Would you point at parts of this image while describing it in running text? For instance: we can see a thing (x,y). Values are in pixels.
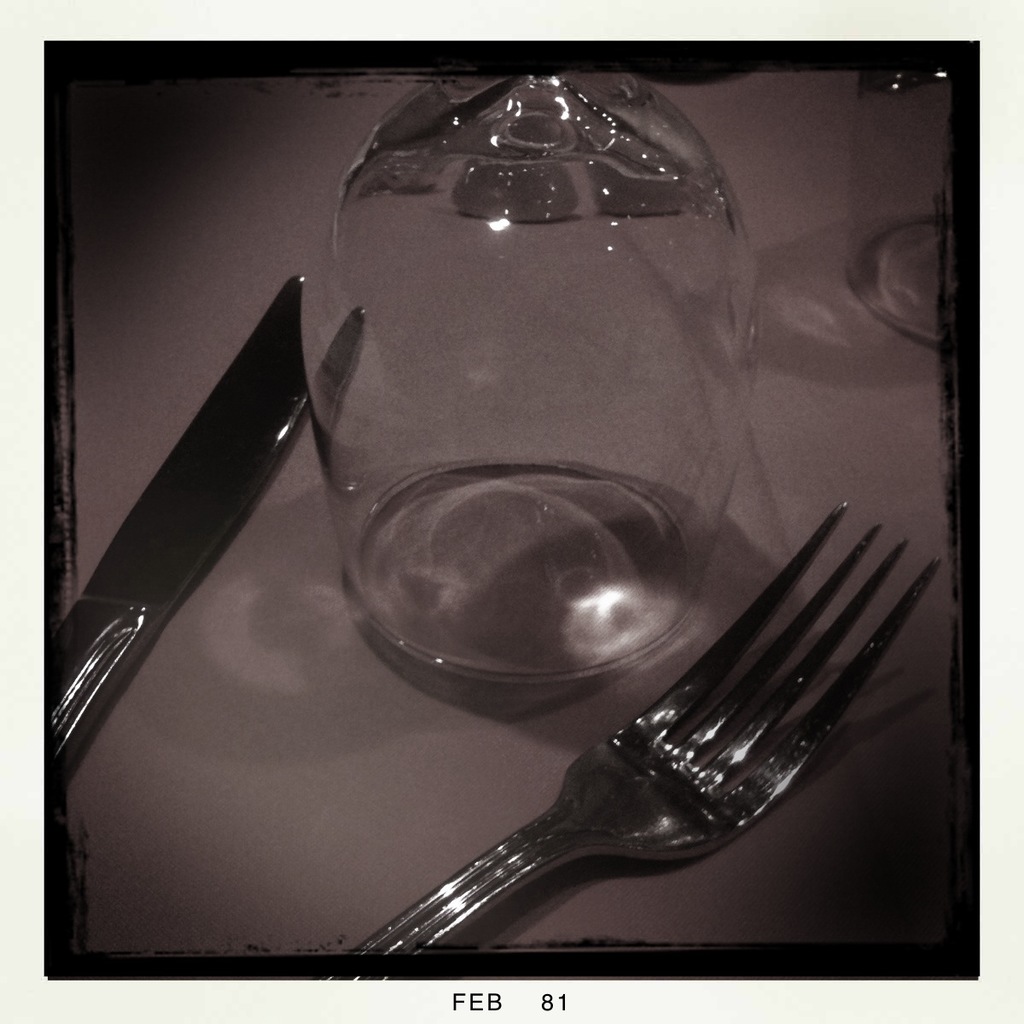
In this image I see a glass (496,295) over here and I see a knife (226,462) and a fork (644,767) and these 3 things (528,541) are on the surface (173,310) and I see something is written over here.
